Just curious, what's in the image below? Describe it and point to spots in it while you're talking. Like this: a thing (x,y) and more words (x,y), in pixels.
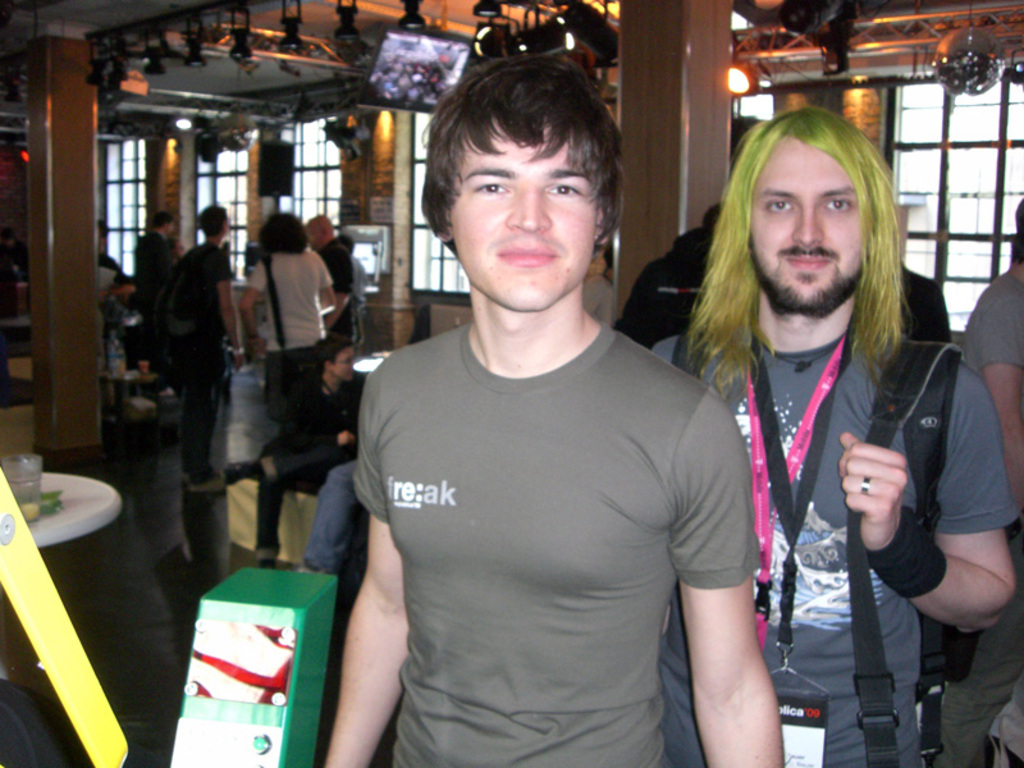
In this image I can see few people (490,453) are standing and few people (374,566) are sitting. I can see few pillars (643,27), windows (1005,233), lights (589,14), screens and few objects (52,494) on the tables (45,531).
